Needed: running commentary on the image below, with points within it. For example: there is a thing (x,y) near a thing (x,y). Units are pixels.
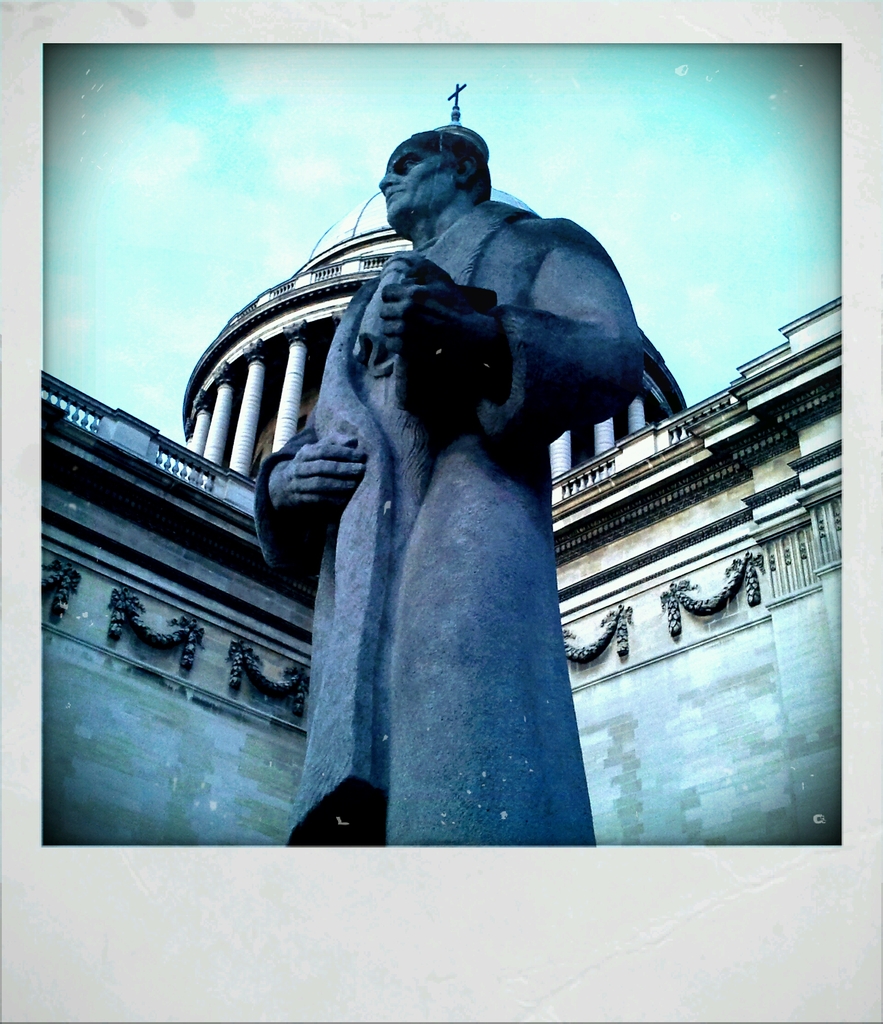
This is an edited image. In this image, I can see statue of a person (431,340) facing towards the left side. In the background (607,575) there is a building (666,498). At the top of the image (223,150) I can see the sky (160,228).
